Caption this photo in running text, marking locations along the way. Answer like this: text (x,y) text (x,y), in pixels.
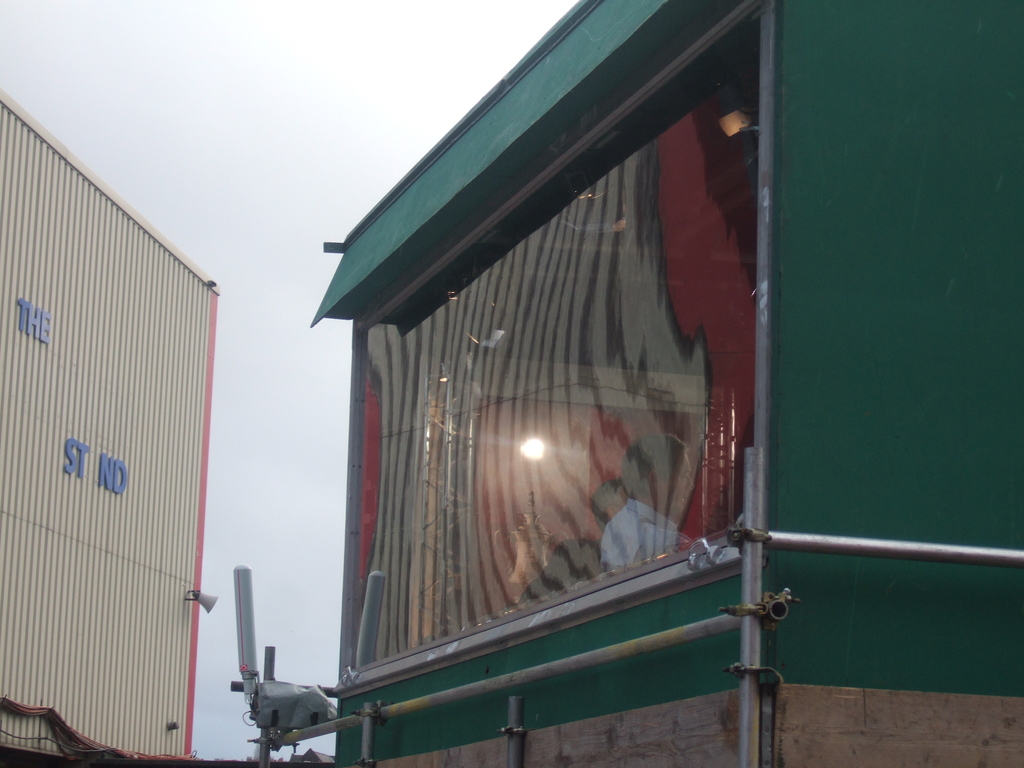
In this image, at the right side (899,307) there is a green color box (889,291), there is a glass window (423,316), at the left side (122,649) there is a building (62,590) and at the top (242,98) there is a sky (213,61) which is cloudy and in white color.
